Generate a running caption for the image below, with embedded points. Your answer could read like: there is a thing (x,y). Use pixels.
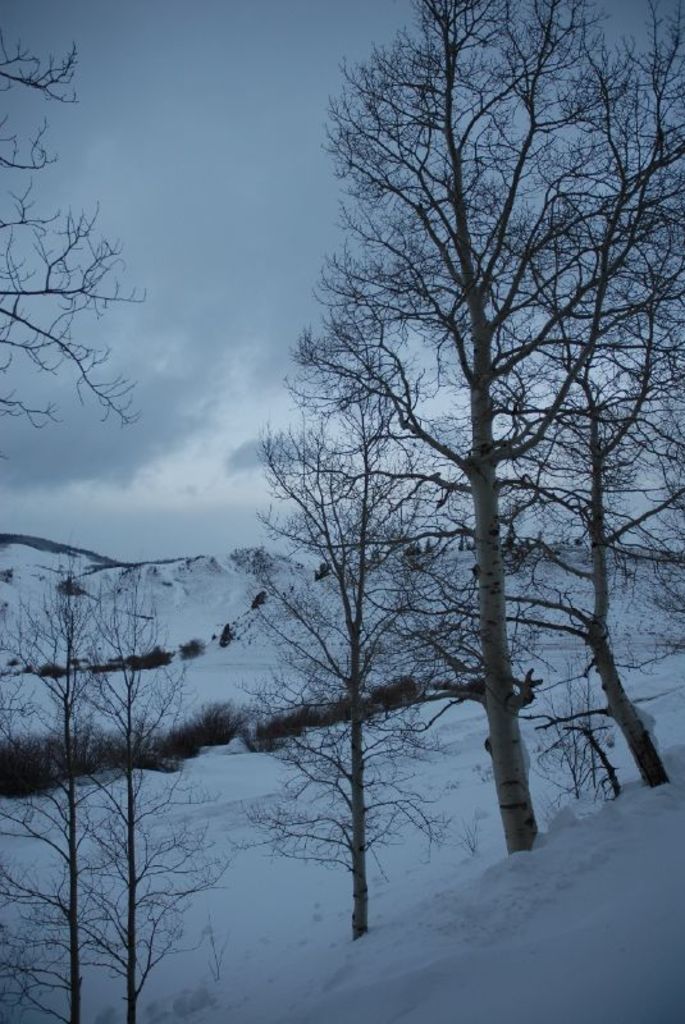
In this image we can see there are trees (129,791), snow (260,767) and the sky (239,310).
